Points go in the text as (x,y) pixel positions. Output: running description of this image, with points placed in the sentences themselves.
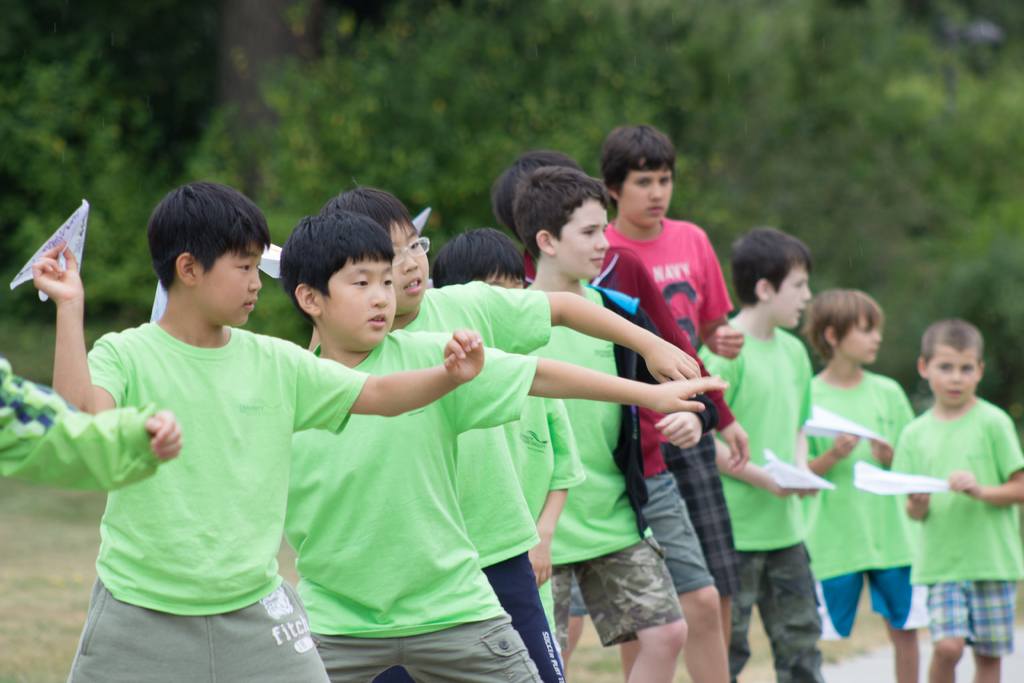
In this image in the foreground (782,291) few boys (495,277) visible, some of them holding paper aeroplane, in the background (578,104) there are few trees (652,92).
